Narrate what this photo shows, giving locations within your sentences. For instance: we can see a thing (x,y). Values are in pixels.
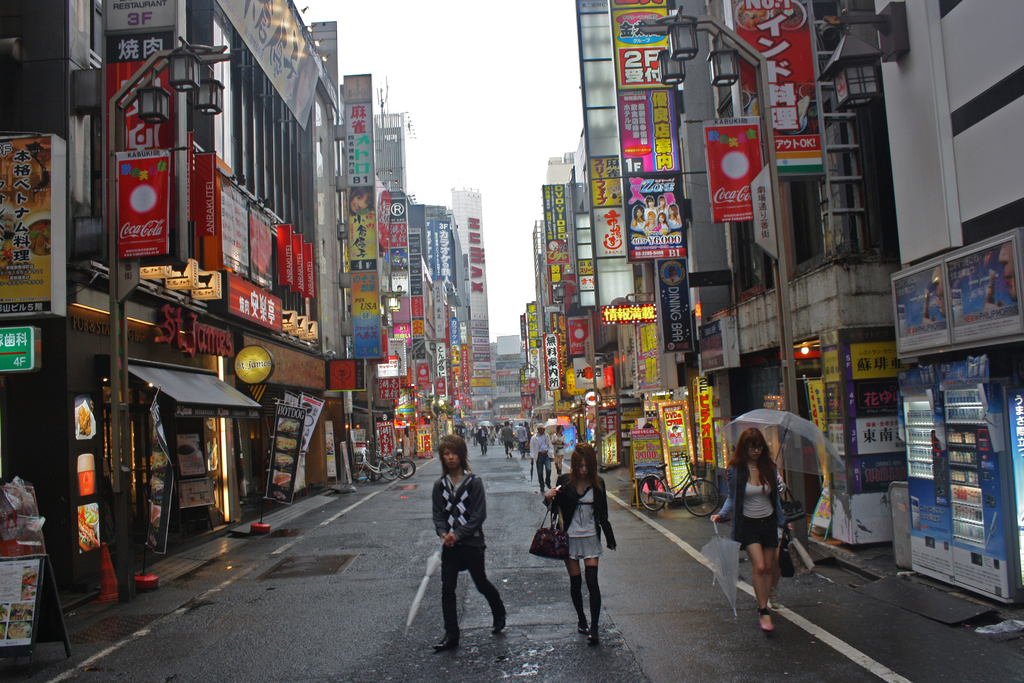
In this image there are group of people (585,458) walking on the street (669,593) by holding umbrellas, and at the background (508,393) there are buildings (505,381), name boards (366,229), hoardings (683,254), refrigerators (1000,513), lights (602,310), sky (497,240).
